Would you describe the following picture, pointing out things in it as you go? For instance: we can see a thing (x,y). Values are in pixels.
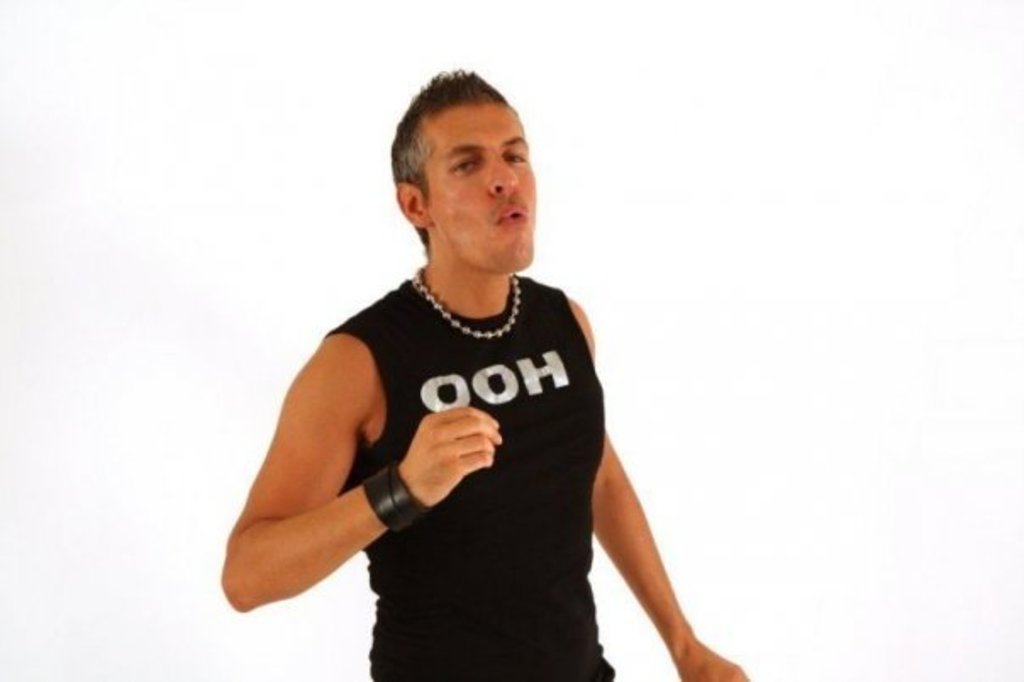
In the front of the image (479,453) I can see a person (502,603). In the background of the image (569,235) it is in white color.
